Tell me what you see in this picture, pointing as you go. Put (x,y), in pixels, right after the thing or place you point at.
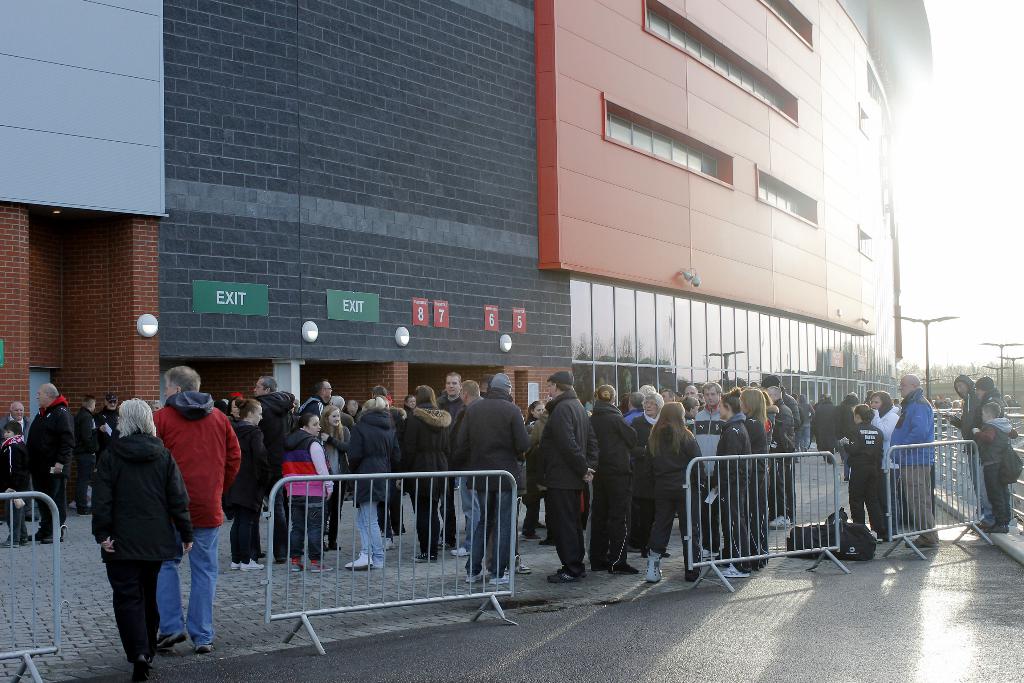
In this picture there are people (56,409) in the center of the image (648,403) and there is a building (369,203) at the top side of the image (348,147), there is boundary (13,557) at the bottom side of the image (324,534).
